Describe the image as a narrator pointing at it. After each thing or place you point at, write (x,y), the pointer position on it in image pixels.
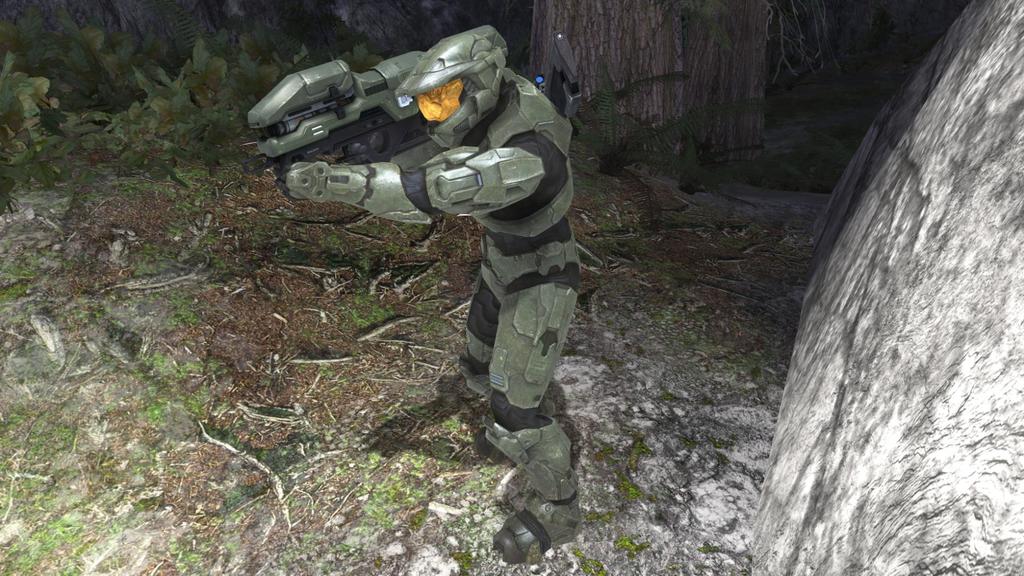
This picture seems to be an animated image. In the center (421,207) we can see a machine (339,175) holding some object (337,121) and standing and we can see the green leaves (218,45), plants (666,144), rocks (945,503) and some other items (679,62).
